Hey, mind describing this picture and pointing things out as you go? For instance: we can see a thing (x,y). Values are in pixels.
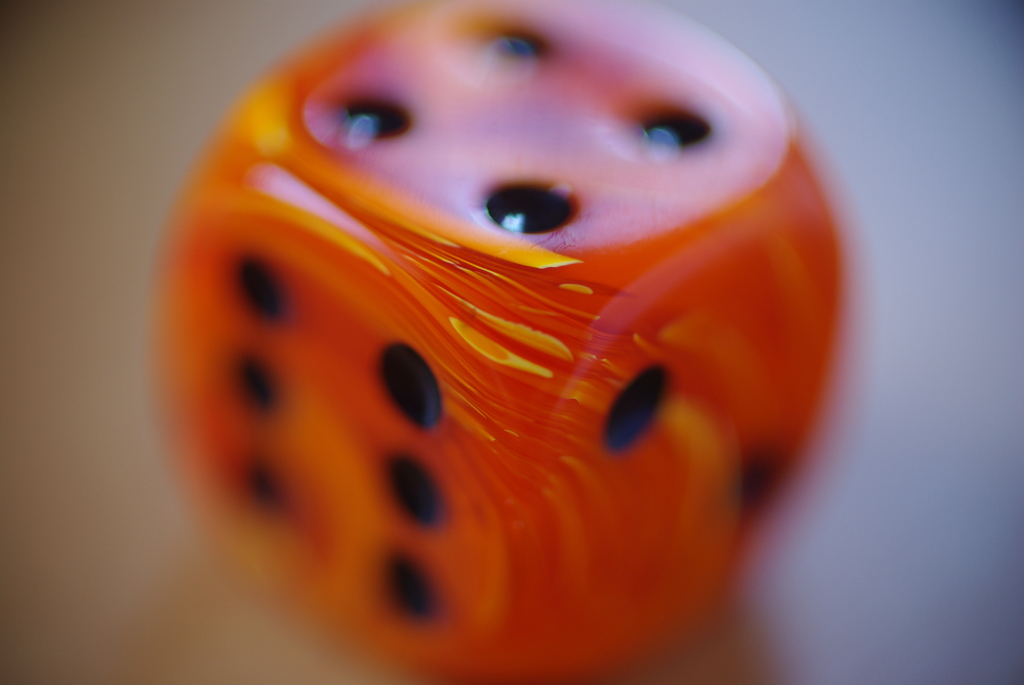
In the center of the image (541,317), we can see a dice (456,328).
